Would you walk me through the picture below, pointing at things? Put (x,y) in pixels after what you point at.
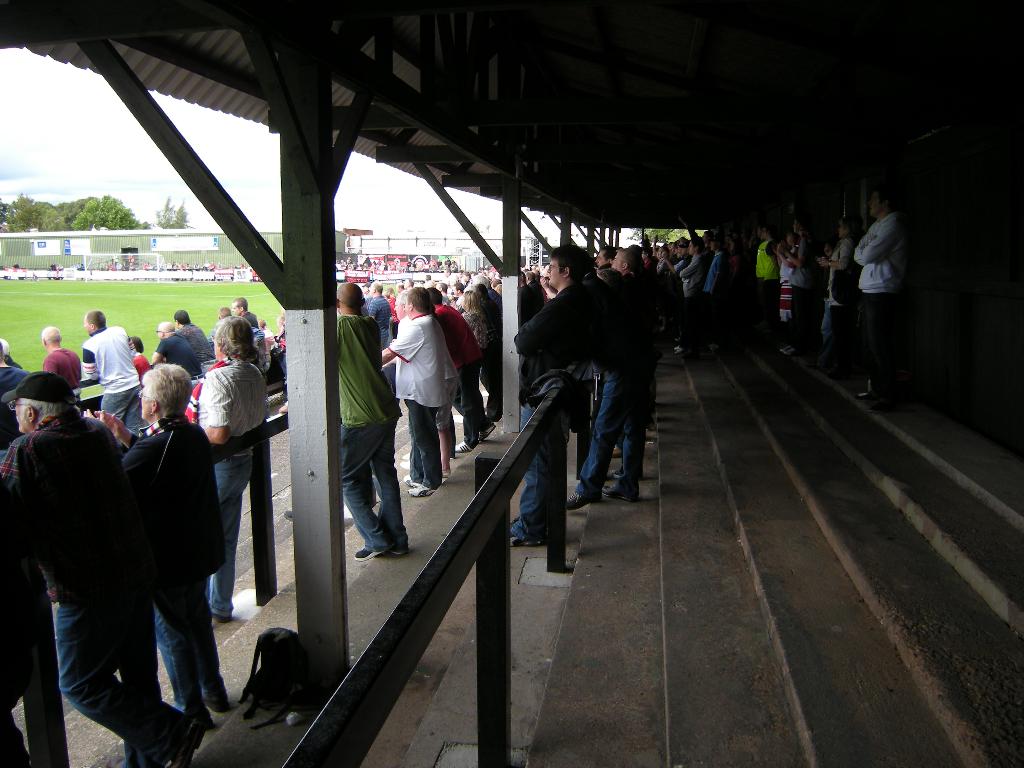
In this picture, we see many people (429,394) are standing. In front of them, we see the iron railing (409,656) or iron rods (364,705). In the middle of the picture (548,423), we see the iron rods (548,444) and a bag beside that. At the top (516,104), we see the roof (404,68). On the right side (939,475), we see the staircase (834,534) and the people (870,389) are standing on the staircase (764,589). On the left side (146,295), we see the grass (141,299). We see people (182,268) are standing in the background (363,260). Behind them, we see the building (227,248) and behind that, we see the trees (36,208) and the sky (3,192).
